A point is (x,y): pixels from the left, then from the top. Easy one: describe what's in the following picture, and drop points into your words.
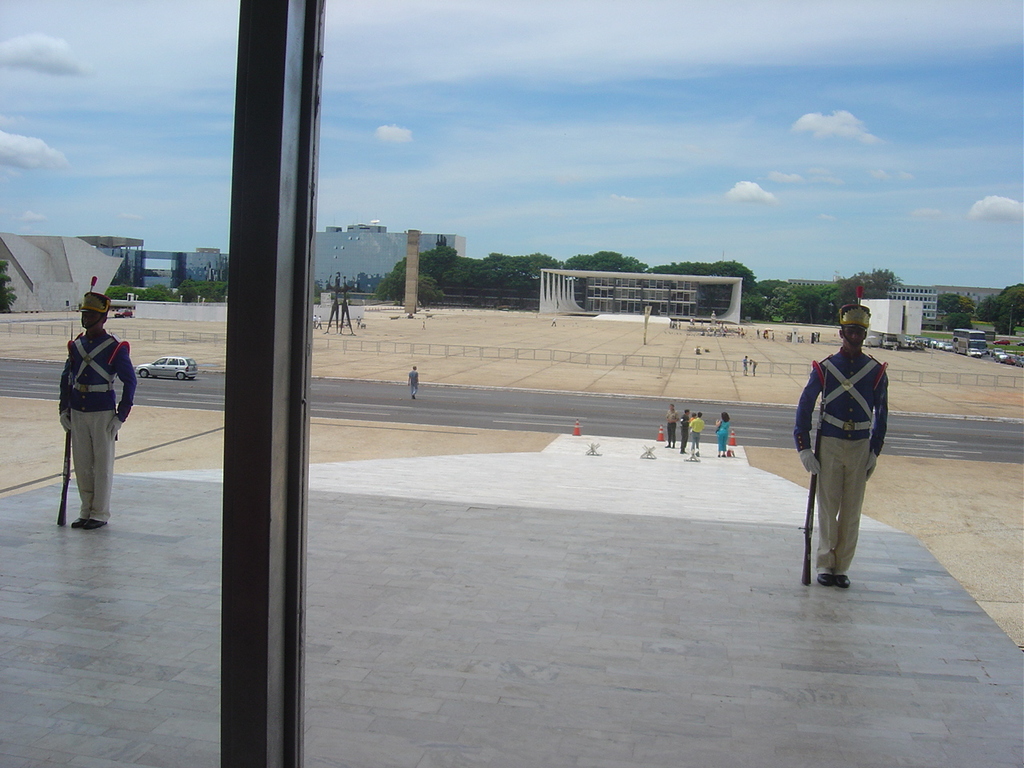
On the left side (248,354) there is a pole (283,473). On the right (839,452) and left sides of the image I can see two persons (843,407) are standing by holding the guns (63,506) in the hands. In the background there are few people (671,434) on the ground (719,352) and also I can see few vehicles (952,348). In the background (340,271) there are some buildings (599,276) and trees (495,272). At the top of the image (533,100) I can see the sky (640,110) and clouds (825,123).
